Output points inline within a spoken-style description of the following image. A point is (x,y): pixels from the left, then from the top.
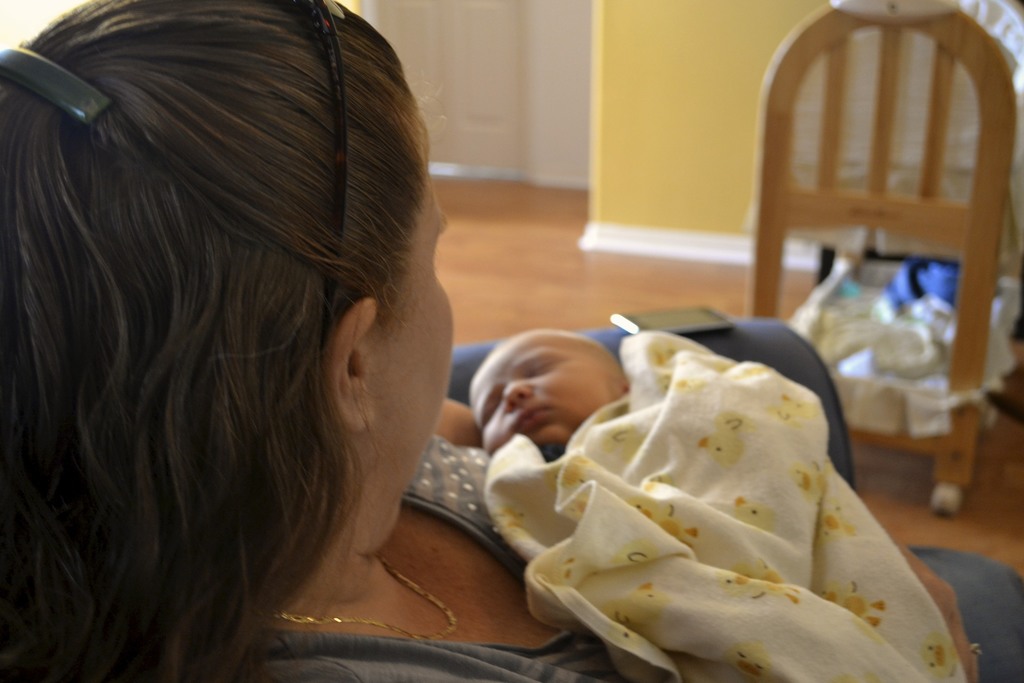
In this picture we can see a woman (156,672) who is holding a baby (588,364) with her hands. There is a mobile (699,320) and this is floor (519,268).
